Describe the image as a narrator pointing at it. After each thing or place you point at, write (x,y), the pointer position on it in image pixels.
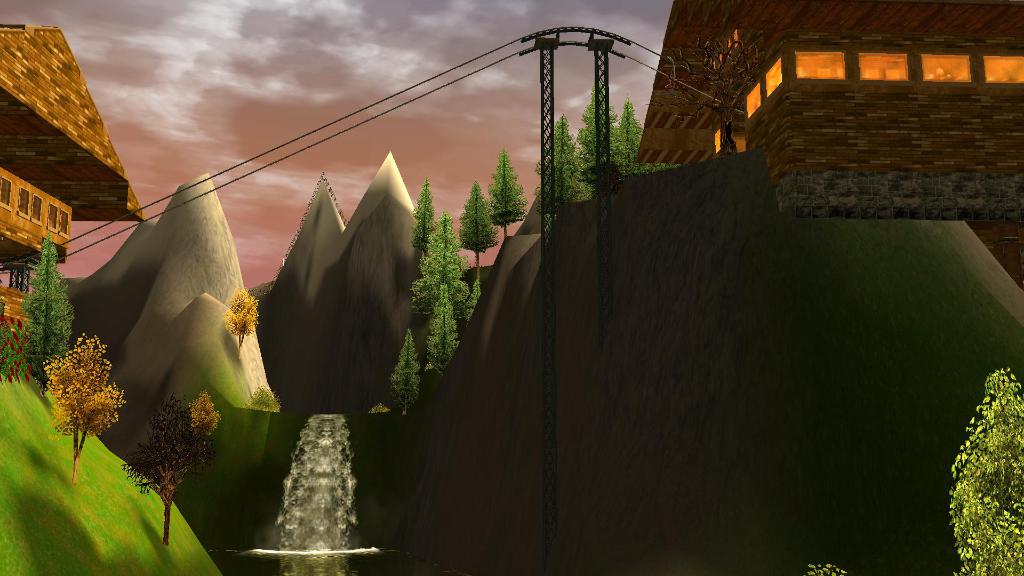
This is an animated picture. There is a waterfall (333,532) from the hills (319,388) having few trees (634,122) on it. There are two poles (550,133) connected with wires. Left side (29,431) there is a hill (120,510) having trees (49,306) and a house (11,53) on it. Right side (1016,96) there is a buildings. Right bottom there is a tree (974,517). Top of image (147,122) there is sky (429,110).
